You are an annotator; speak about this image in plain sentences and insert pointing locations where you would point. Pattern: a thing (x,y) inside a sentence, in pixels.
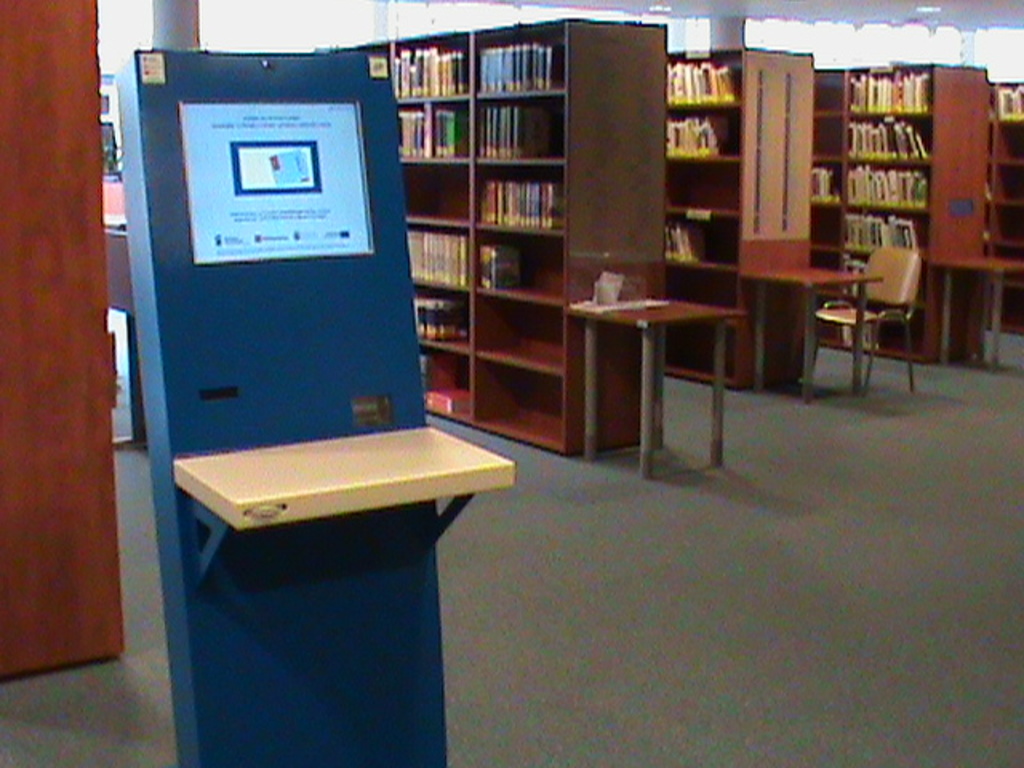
It is a library (703,71) there are books (898,194) in this rack (627,154), in the left side (294,647) there is a digital machine (335,94).
